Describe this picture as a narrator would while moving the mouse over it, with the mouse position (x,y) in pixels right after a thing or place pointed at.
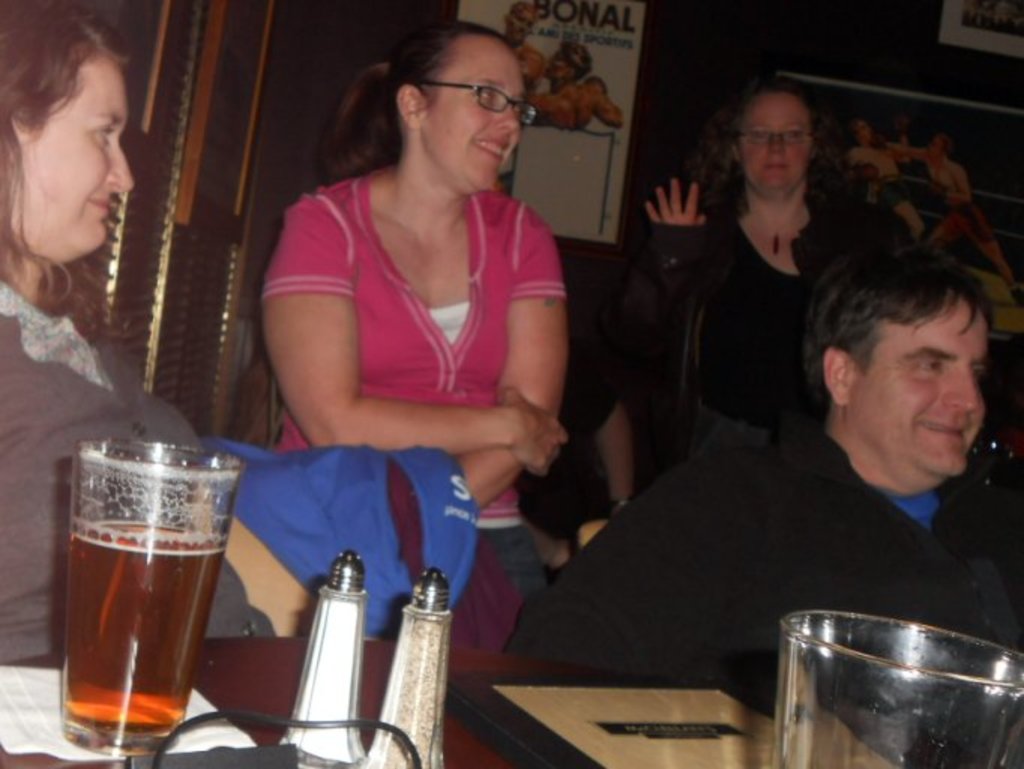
In this picture we can see few people (521,423), in front of them we can find glasses (194,652) and other things (654,719) on the table (447,755), in the background (587,99) we can see few posters (617,204) on the wall (683,87), on the left side of the image (219,512) we can see drink (154,625) in the glass (154,634).
